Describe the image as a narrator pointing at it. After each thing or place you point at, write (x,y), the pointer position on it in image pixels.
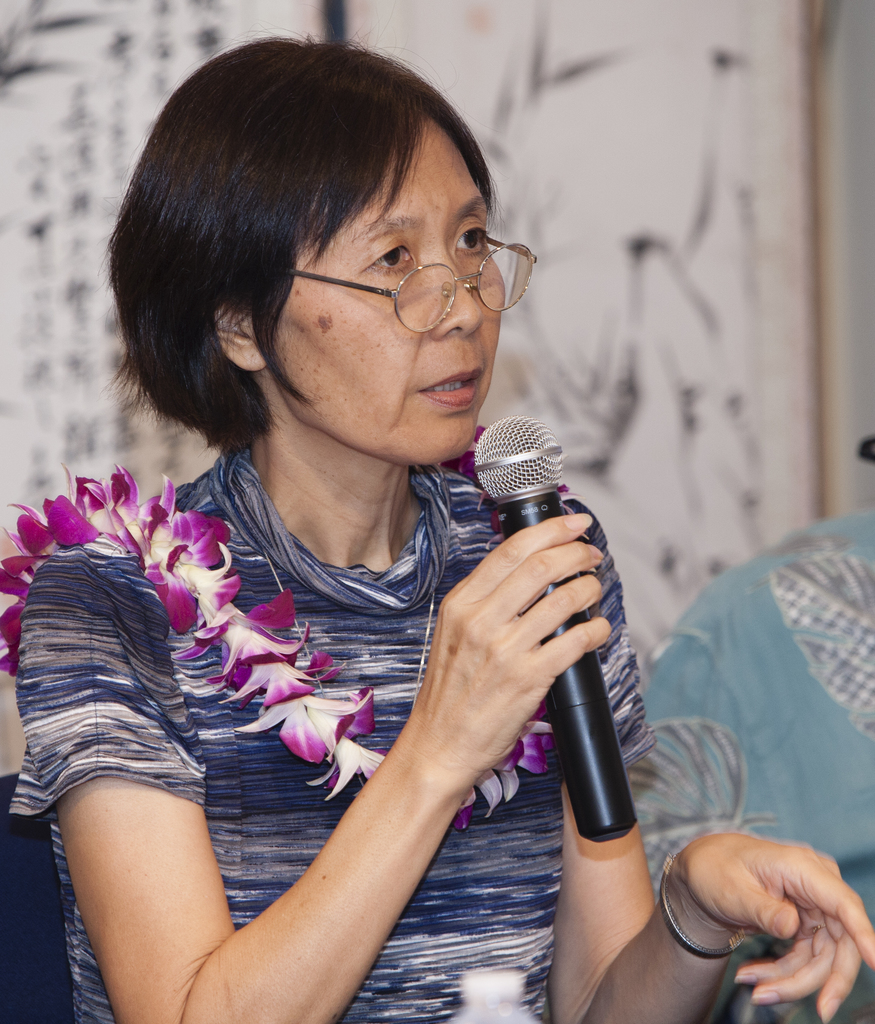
In the image a woman (388,220) is holding a microphone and talking.
